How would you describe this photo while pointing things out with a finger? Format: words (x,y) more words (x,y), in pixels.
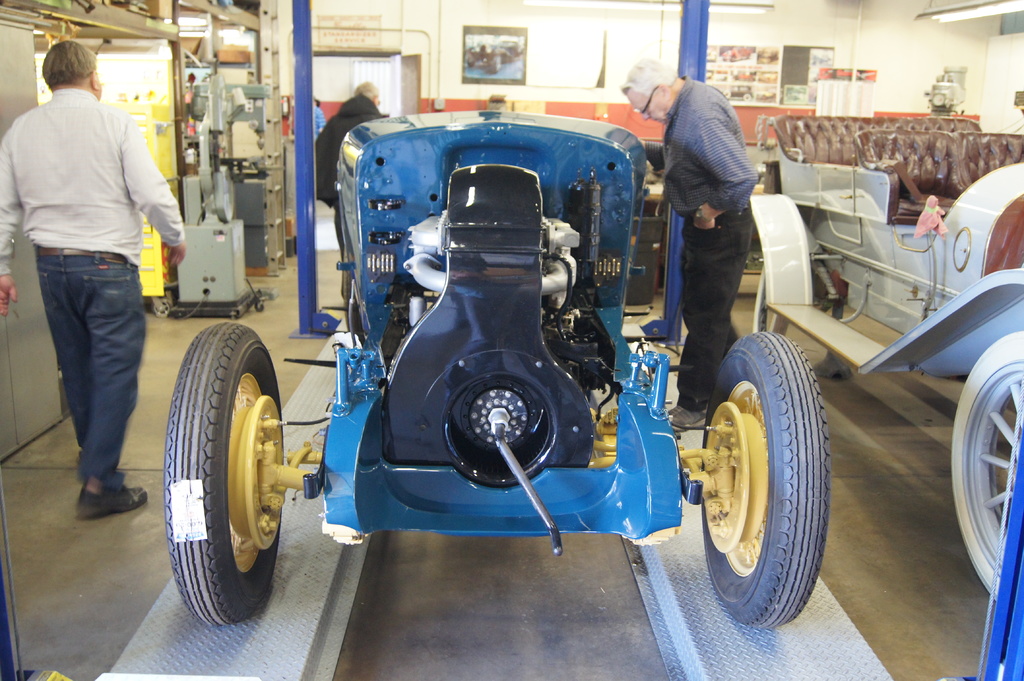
In this image, in the middle (492,444), we can see a vehicle (494,441) which is placed on the floor (865,574). On the right side (719,261), we can see a man (725,312) standing in front of the vehicle (552,200). On the right side (1007,182), we can also see another vehicle (948,368). On the left side (82,126), we can see a man (118,483) walking. In the background (207,120), we can see some metal instrument (218,127), pole (696,36), photo frame (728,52) which is attached to a wall (898,73) and a door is opened.
